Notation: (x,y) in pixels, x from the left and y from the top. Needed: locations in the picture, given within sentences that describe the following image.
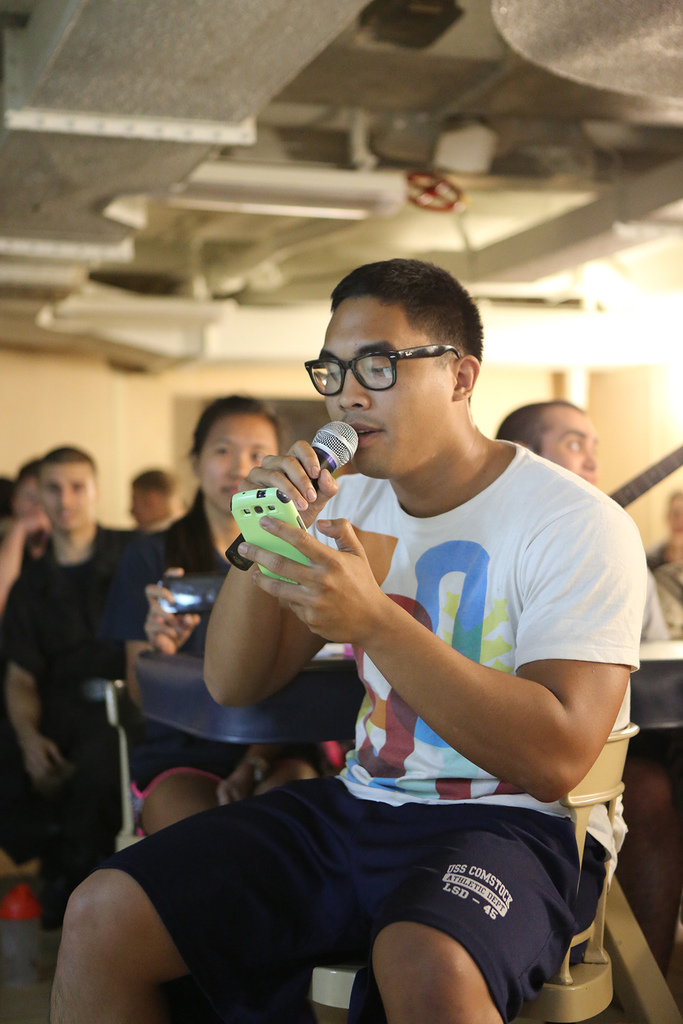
In this image there is a person (467,768) sitting in chair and holding a microphone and mobile (237,494) and the back ground (218,445) there are group of people (212,490) sitting and light (644,357).
